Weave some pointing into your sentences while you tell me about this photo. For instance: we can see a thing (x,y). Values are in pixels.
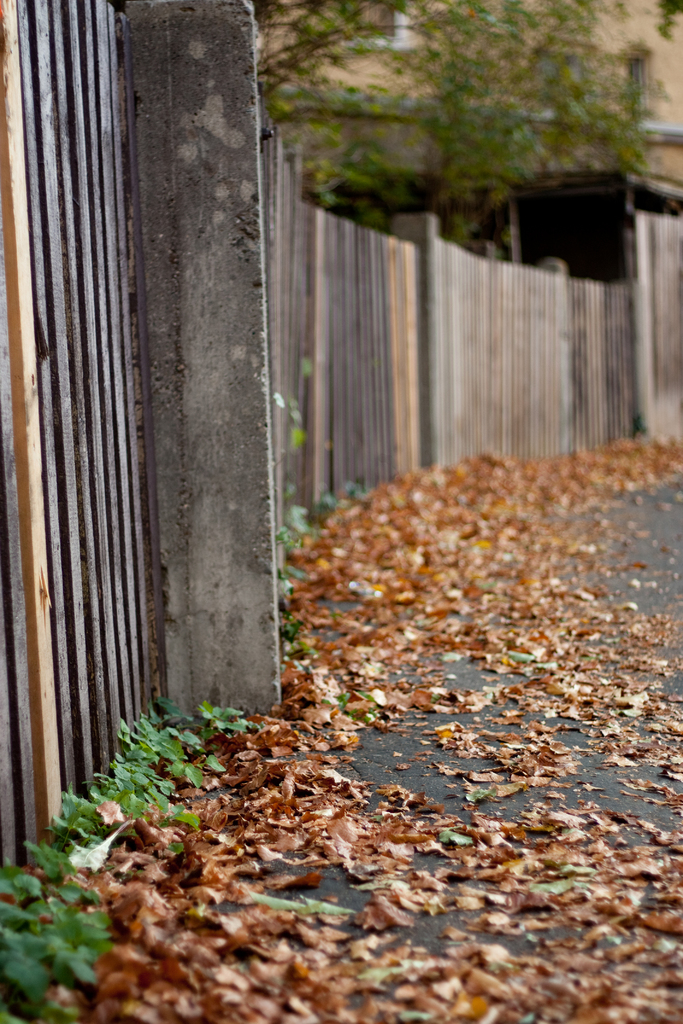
In this image there is a wooden fencing (316,352) truncated, there is a tree (509,72) truncated, there are dried leaves (324,932) on the ground (442,744), there are plants (74,822).
